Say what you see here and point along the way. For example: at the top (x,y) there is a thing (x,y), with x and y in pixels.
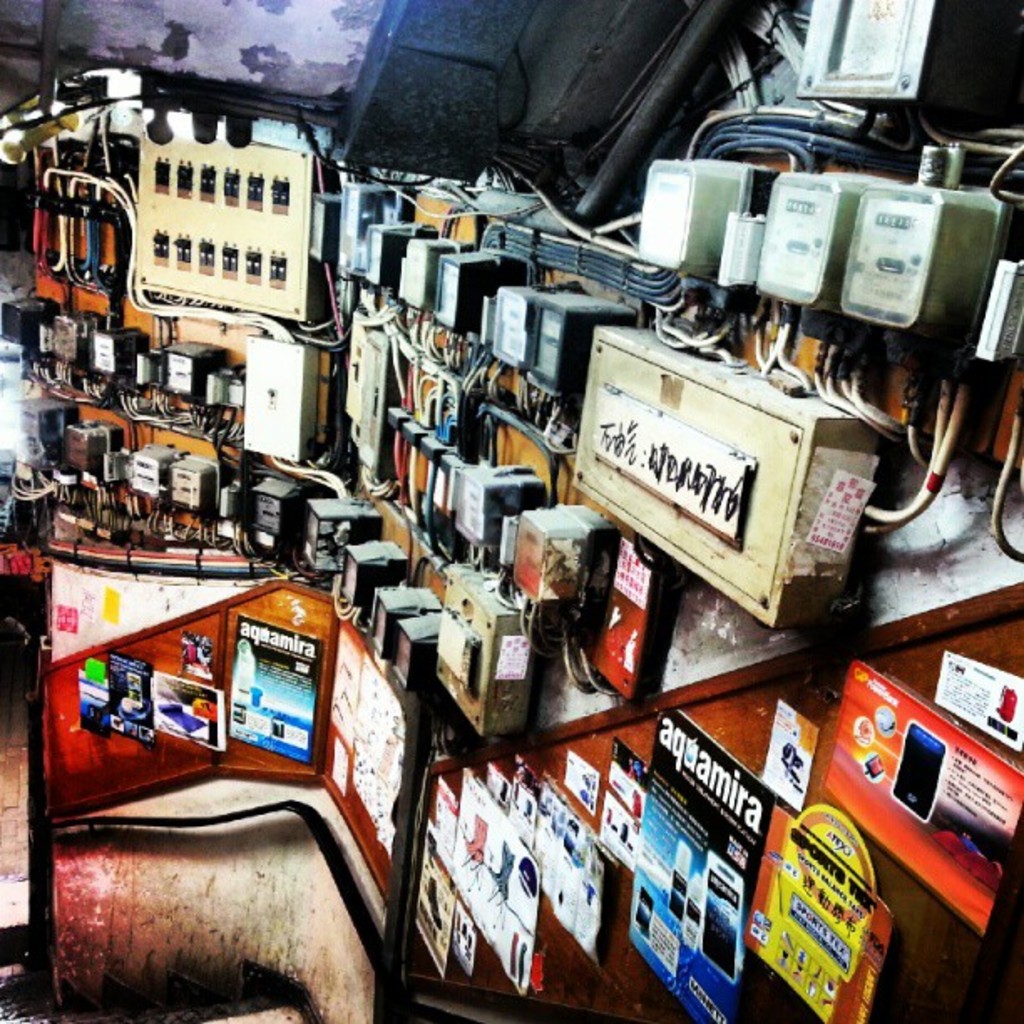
In this image we can see some electric meters (34,326), wires (387,319), junction boxes (360,396), there are some posters (512,853) attached to the wall (244,822).
